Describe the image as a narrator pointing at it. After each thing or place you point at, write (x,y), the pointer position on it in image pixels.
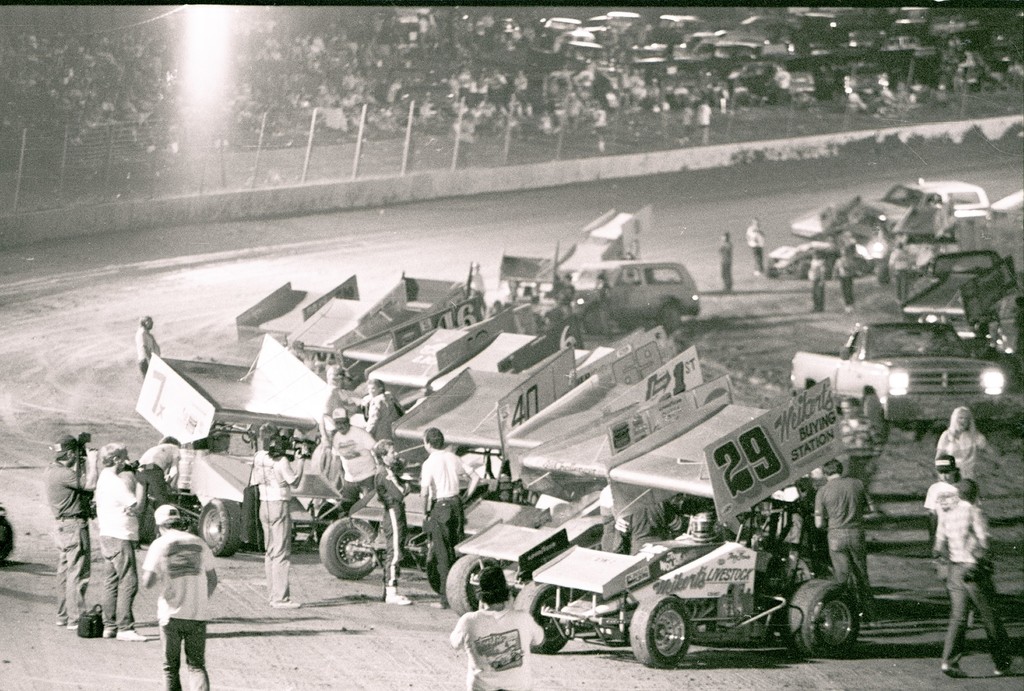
In this picture there are few vehicles (669,391) and there are group of persons (398,525) standing beside it where few of them are holding cameras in their hands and there are few audience (415,98) in the background (356,67).
